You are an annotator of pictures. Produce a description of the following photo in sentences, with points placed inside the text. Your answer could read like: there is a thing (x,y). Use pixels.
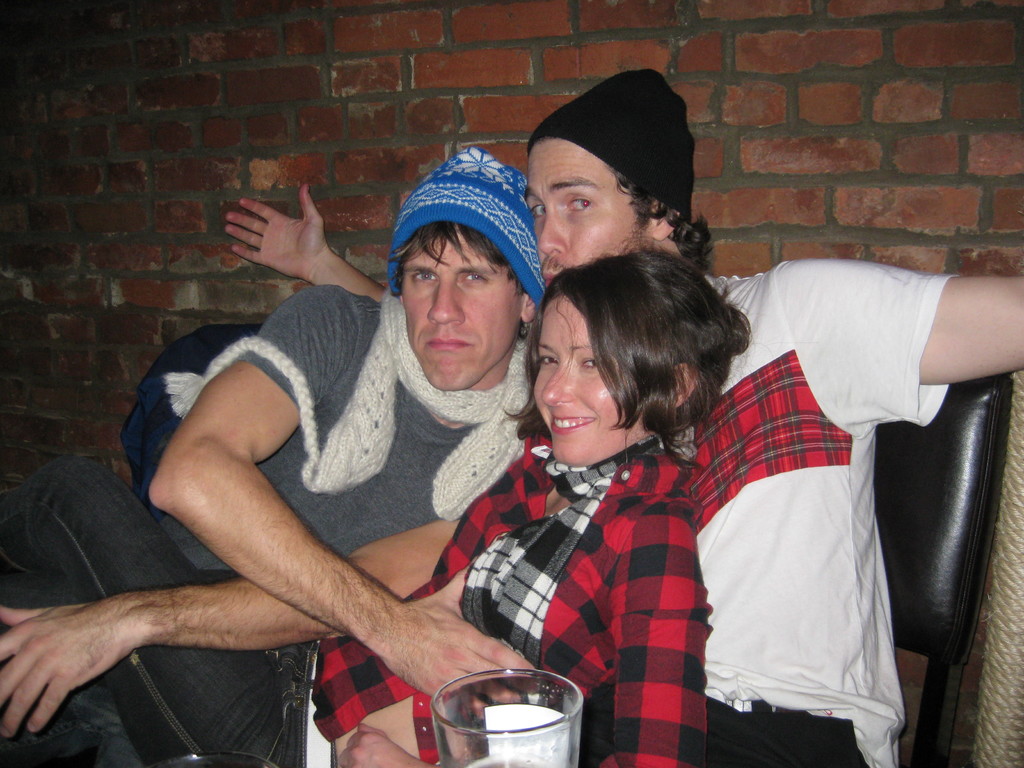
In this image there are group of persons (534,451) sitting. In the front (492,727) there is glass (500,739). In the background (478,47) there is wall (456,61) which is red in colour.
